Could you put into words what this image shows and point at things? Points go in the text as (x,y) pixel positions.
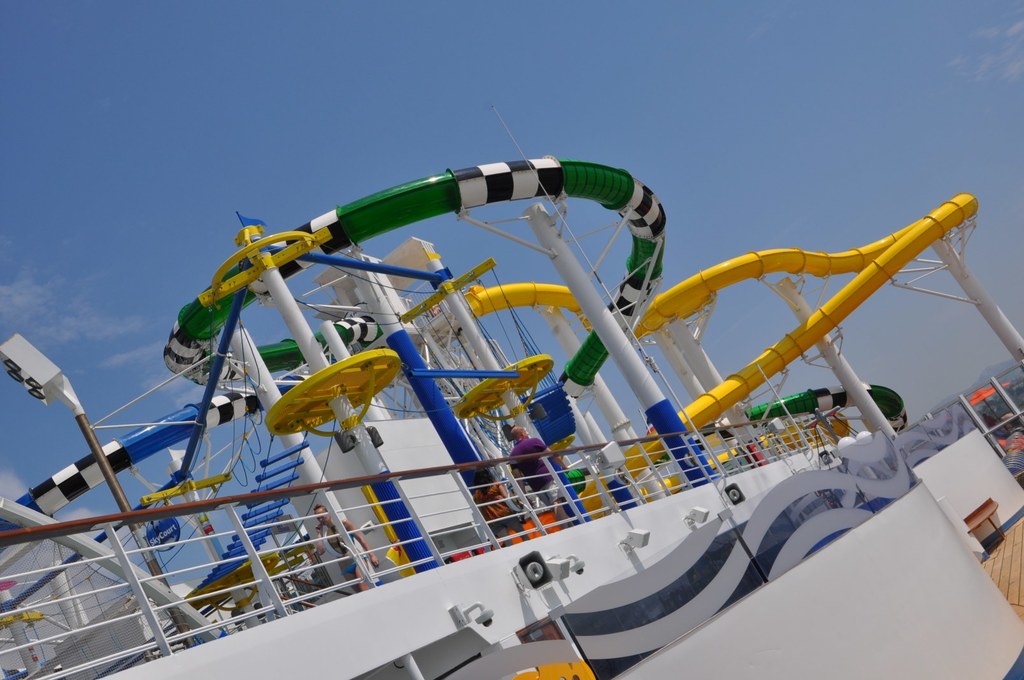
In the foreground of this image (551,464), there are few amusement rides (471,296). On the top (493,124), there is the sky (455,89) and the cloud (62,298).
